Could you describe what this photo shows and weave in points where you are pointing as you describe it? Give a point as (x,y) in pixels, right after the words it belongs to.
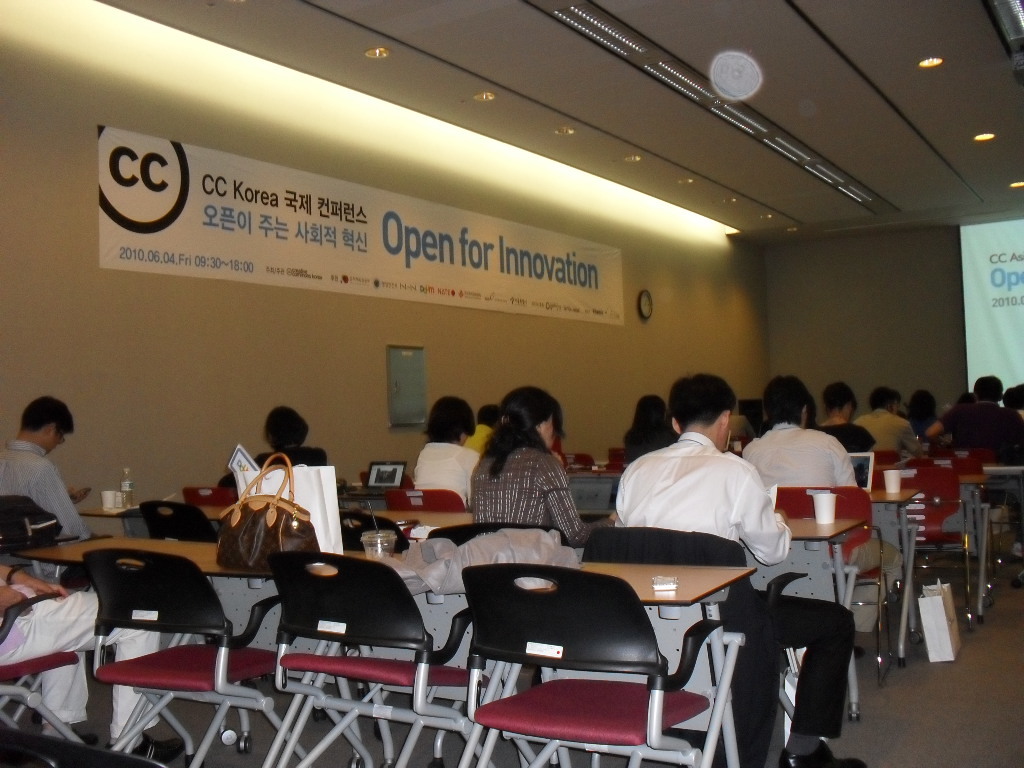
There are people (526,429) sitting in chairs (548,569) at tables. There is a screen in front of them. There is flex (187,257) with a title (415,258) open for innovation on it.
